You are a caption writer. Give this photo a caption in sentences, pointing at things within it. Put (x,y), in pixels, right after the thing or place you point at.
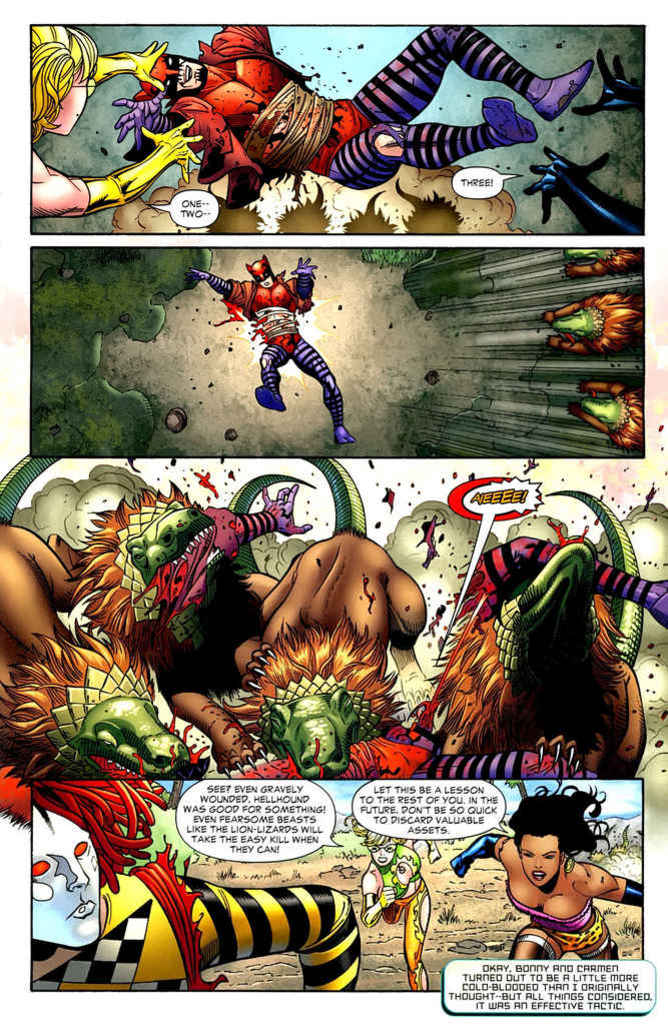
In this picture there is a poster (355,112) in the center of the image (230,451), which includes cartoon characters (559,937).
